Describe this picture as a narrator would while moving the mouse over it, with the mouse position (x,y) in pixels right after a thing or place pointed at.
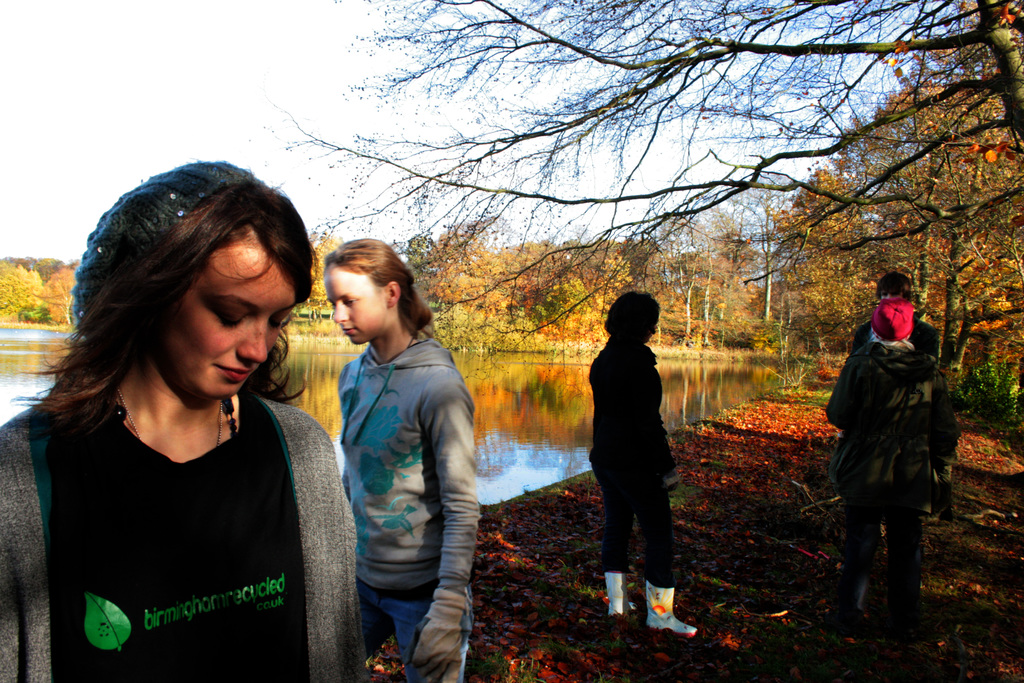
This is the picture of a place where we have some people (908,390) standing and to the side there is a lake (543,420) and around there are some trees (34,309) and plants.
